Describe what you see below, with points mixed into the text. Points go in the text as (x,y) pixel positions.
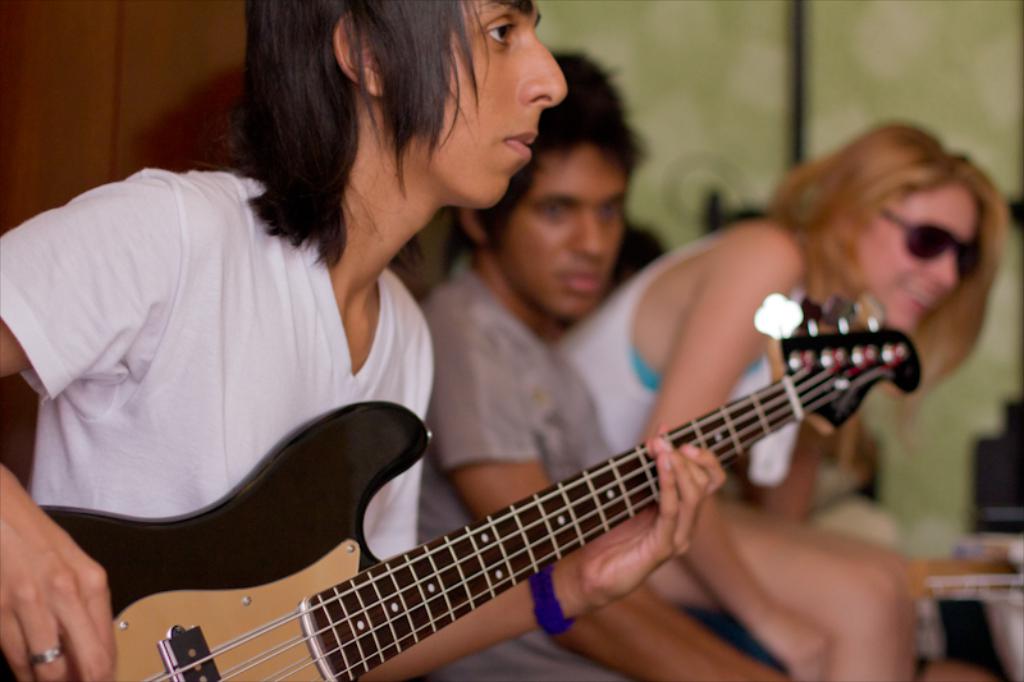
On the left (254,277) there is a person (296,333) who is playing a guitar (724,450). On the right (847,268) there is a woman (701,310) who is sitting on a chair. She looks very happy and she is wearing sunglasses (935,243). On the middle of the picture (546,245) there is a person (531,323) who is wearing a grey t-shirt (530,415). On the background (737,92) we can see a green color.
